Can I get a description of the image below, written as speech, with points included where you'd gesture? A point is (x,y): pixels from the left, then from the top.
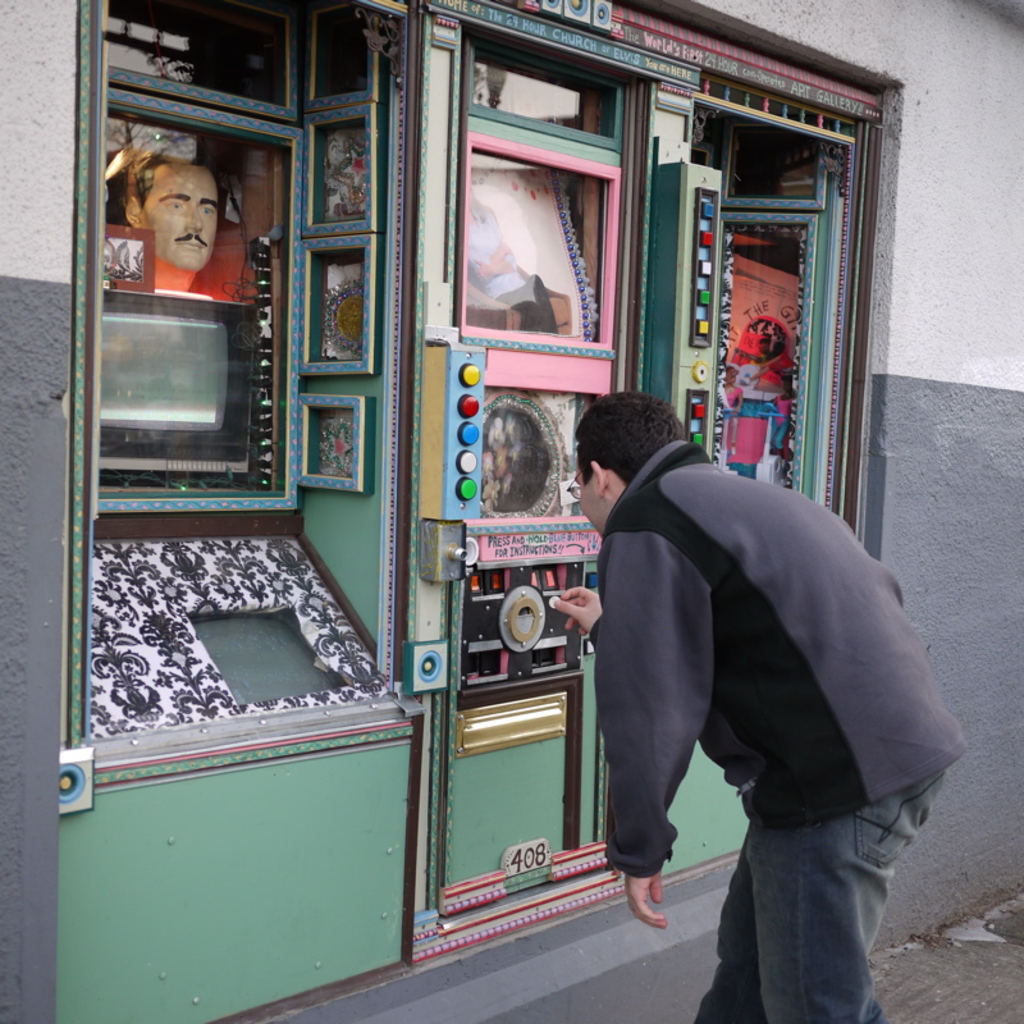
In this image I can see the person (918,801) standing and the person (904,761) is wearing grey and black color jacket (686,680). In front I can see the machine (518,591), few frames (579,323), colorful buttons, the screen (199,362) and I can also see the statue (129,198) and the wall (931,301) is in white and gray color.
